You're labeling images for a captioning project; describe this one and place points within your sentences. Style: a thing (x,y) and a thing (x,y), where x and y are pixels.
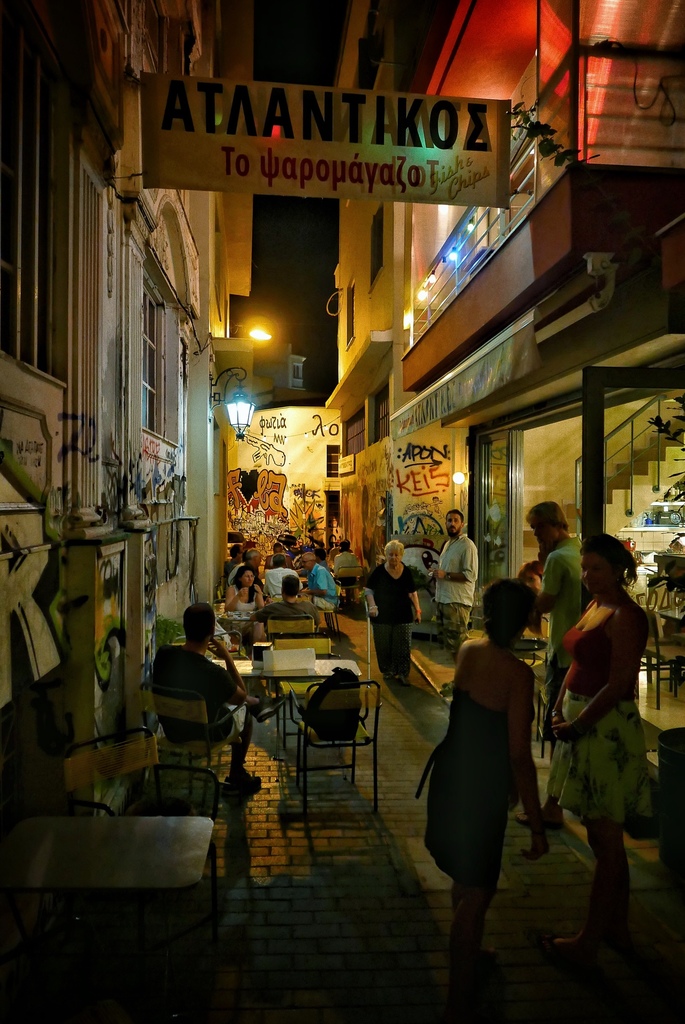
In this image I can see few people (498,650) are standing and few people (264,608) are sitting on the chairs (228,715). On the right (578,271) and left side of the image (58,401) I can see two buildings (442,330). On the top of the image (326,151) there is a banner (333,130). On the left side (194,868) I can see some tables (122,842) and empty chairs (162,790).
